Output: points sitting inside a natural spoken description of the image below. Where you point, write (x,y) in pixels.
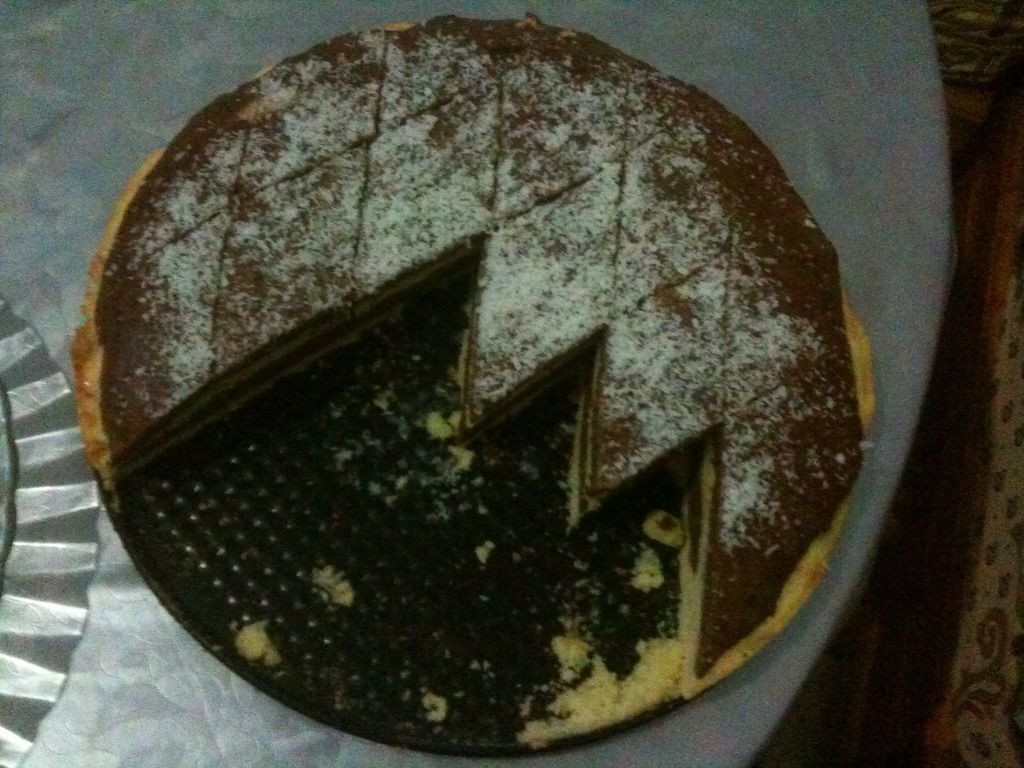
In the center of the image (357,283) we can see a cake (834,371) on the table (54,26). On the left side of the image (34,457) we can see a plastic plate (80,516). On the right side of the image (940,694) we can see the floor (949,369).
